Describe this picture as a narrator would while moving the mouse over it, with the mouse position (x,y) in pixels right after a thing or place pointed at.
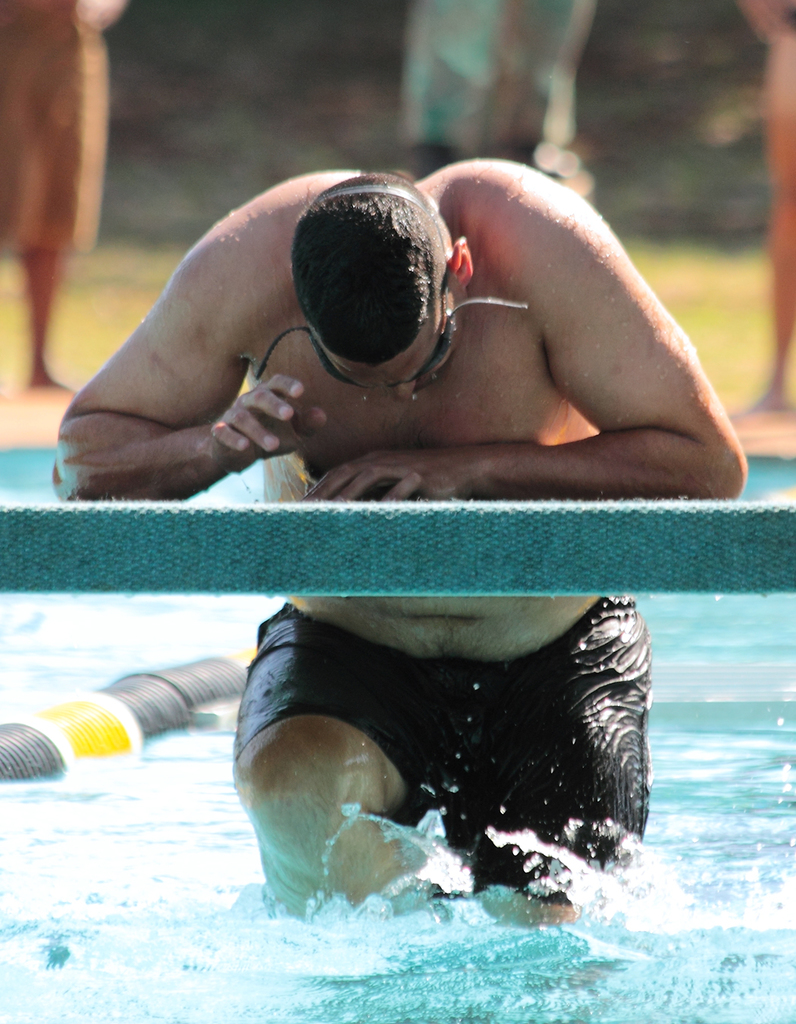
In this image there is a man (360,378) standing in the swimming pool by keeping his hand (343,475) on the beam (305,535). In the background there are few people (89,113) who are standing on the ground (101,265).
